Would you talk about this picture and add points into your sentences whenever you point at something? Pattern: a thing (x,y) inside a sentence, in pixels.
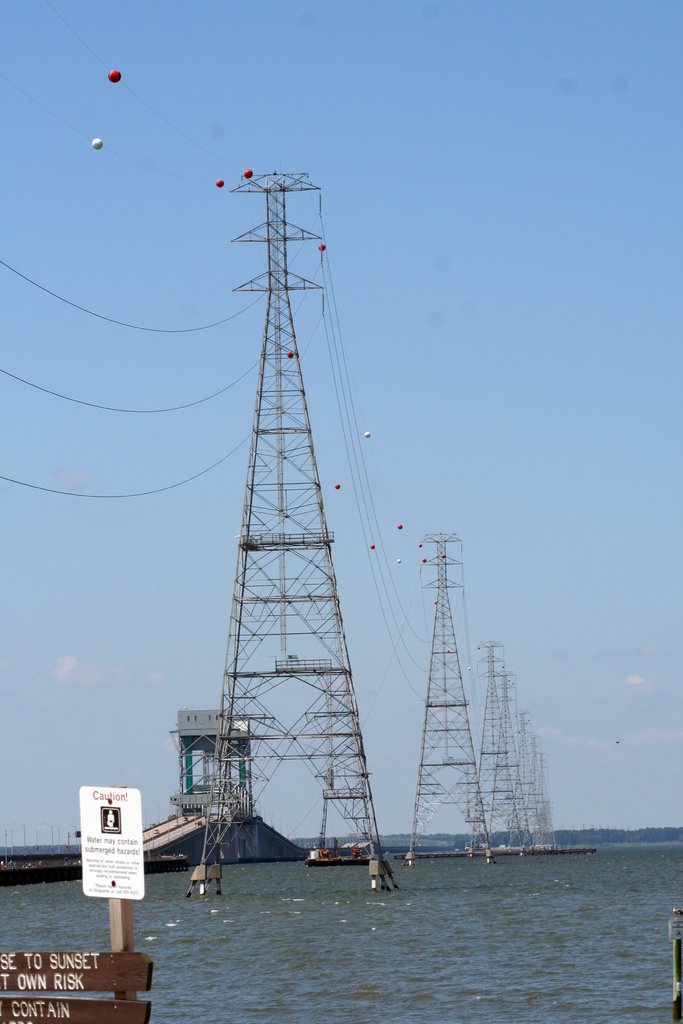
In this picture we can see boards (30,979) and in the background (219,1005) we can see water (544,1003), bridge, boat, power towers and the sky (609,356).
